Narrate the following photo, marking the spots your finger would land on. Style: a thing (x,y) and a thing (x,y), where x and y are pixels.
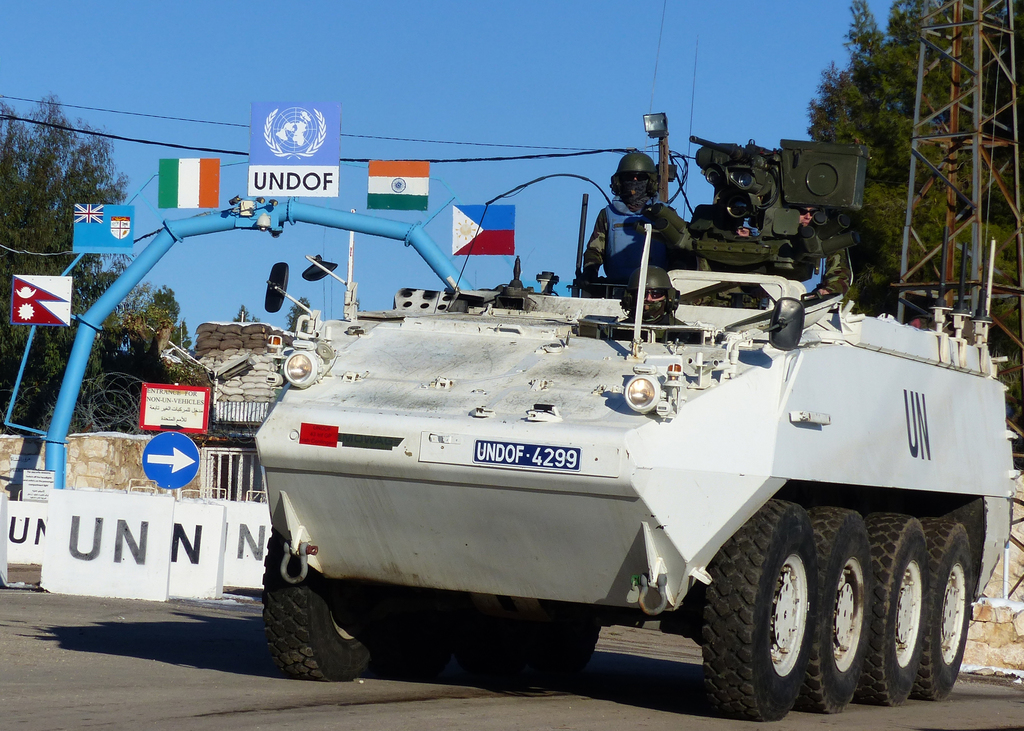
In this picture we can see a vehicle (352,587) on the road (245,617). There are a few persons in this vehicle (584,505). We can see some flags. There is a signboard (159,440) and other boards (34,458). We can see a few trees (58,357), wall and a tower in the background (48,365).
